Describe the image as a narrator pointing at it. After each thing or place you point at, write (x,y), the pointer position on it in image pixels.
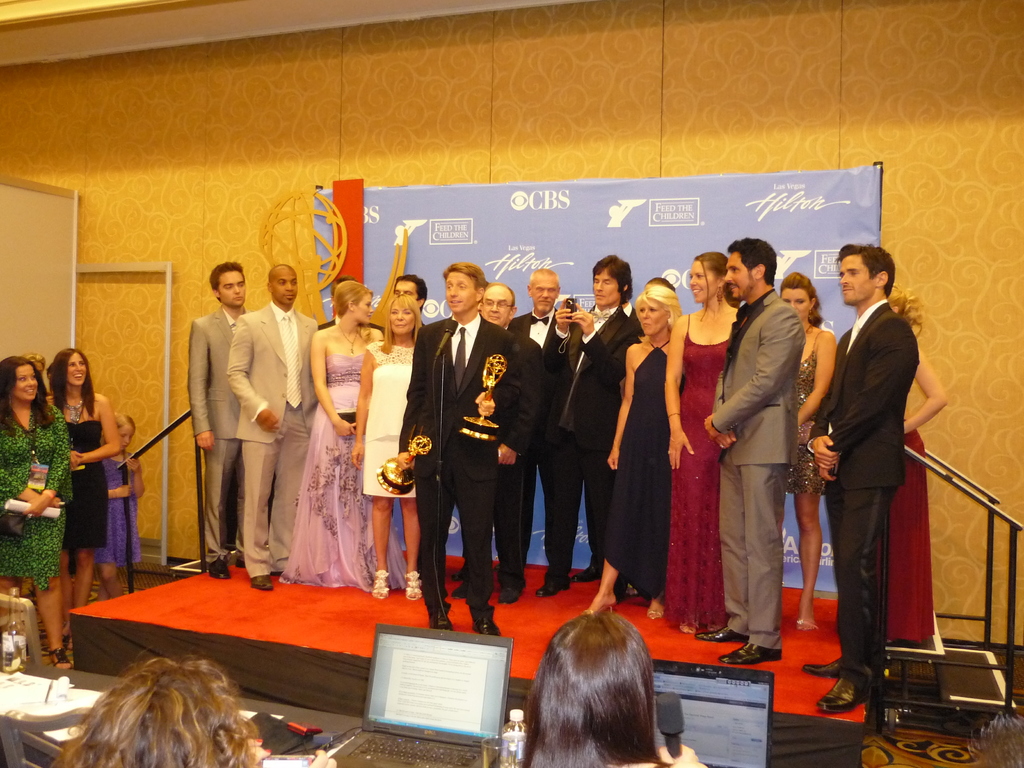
In this picture in the center (387,372) there are group of persons (468,360) standing and there is a man (451,428) standing and holding an object (398,477) which is golden in colour and there is a mic (442,372) and there is a banner (461,260) in the background (531,239) which is blue in colour with some text (457,234) written on it. In the front (520,753) there are laptops (425,714), there is a bottle (504,755), there are objects (40,694) and there is a person (607,734) holding a mic (672,731) and on the left side (65,444) there are women (73,460) standing and smiling and there is a partition (35,270) which is white in colour.
